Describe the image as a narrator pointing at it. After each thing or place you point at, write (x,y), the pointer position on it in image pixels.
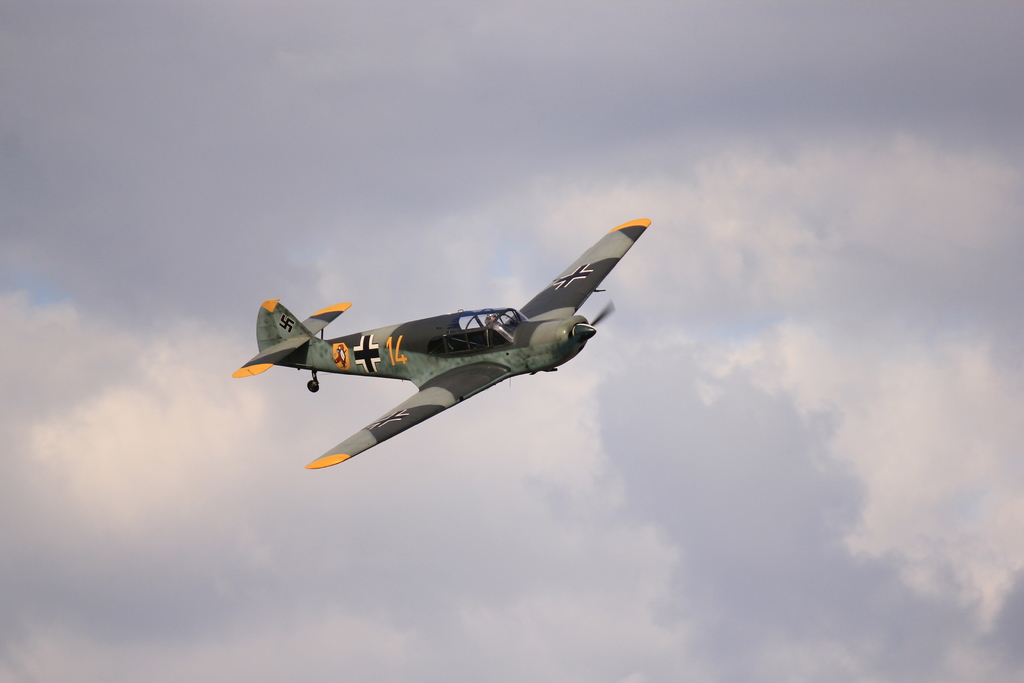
In the image I can see an aircraft (453,334) which is black, green and yellow in color is flying in the air (350,324). In the background (562,160) I can see the sky (579,463).
